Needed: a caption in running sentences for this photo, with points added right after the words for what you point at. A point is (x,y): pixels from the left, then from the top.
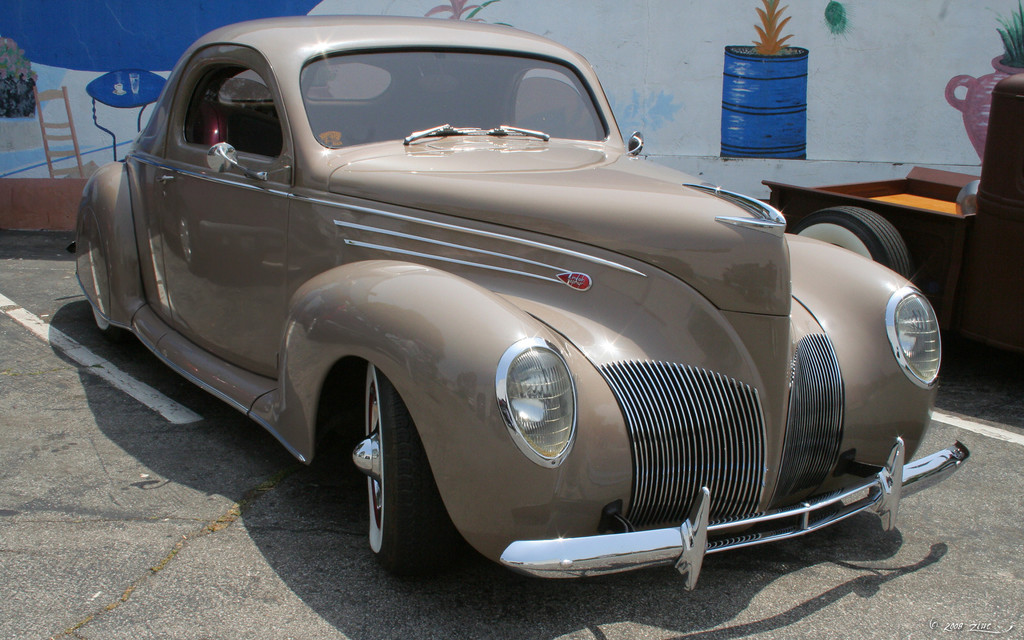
In this picture we can see a car (593,515) on the road (94,547) and in the background (703,24) we can see a wall (28,44) with a painting (77,30) on it.
